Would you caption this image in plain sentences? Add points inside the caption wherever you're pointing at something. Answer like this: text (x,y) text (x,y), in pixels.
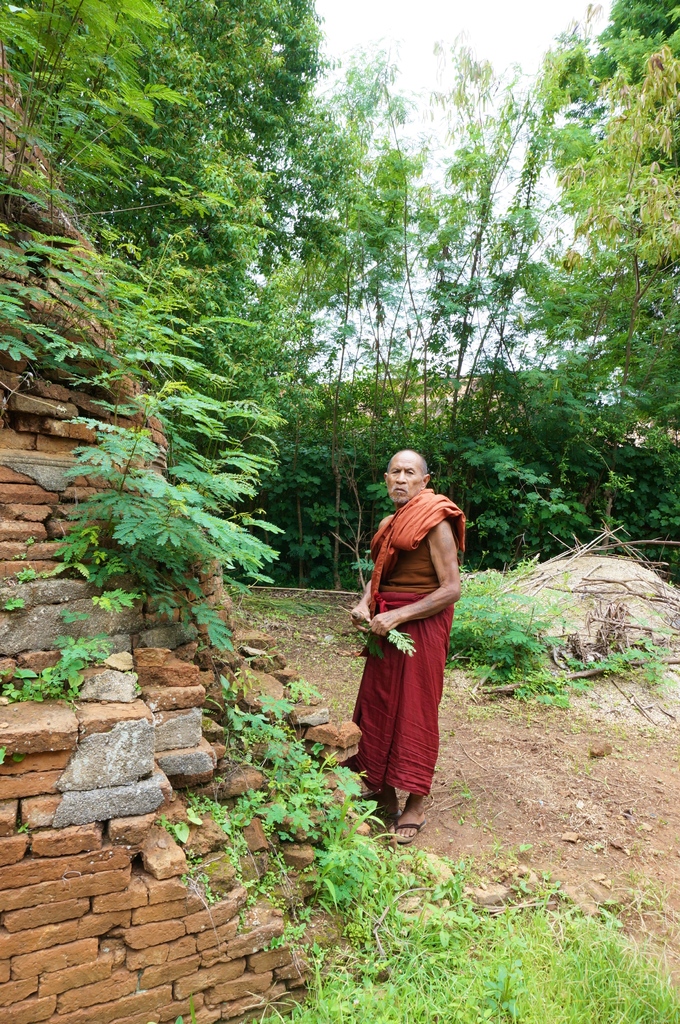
In this image a man (419,673) is standing wearing red cloth (415,646). He is holding leaves (396,641). In the left (54,441) there is a stone hut (87,414). Here there is a sand mound (562,628). On the ground (538,708) there are plants (520,634), trees (365,431). The sky (474,22) is clear.
